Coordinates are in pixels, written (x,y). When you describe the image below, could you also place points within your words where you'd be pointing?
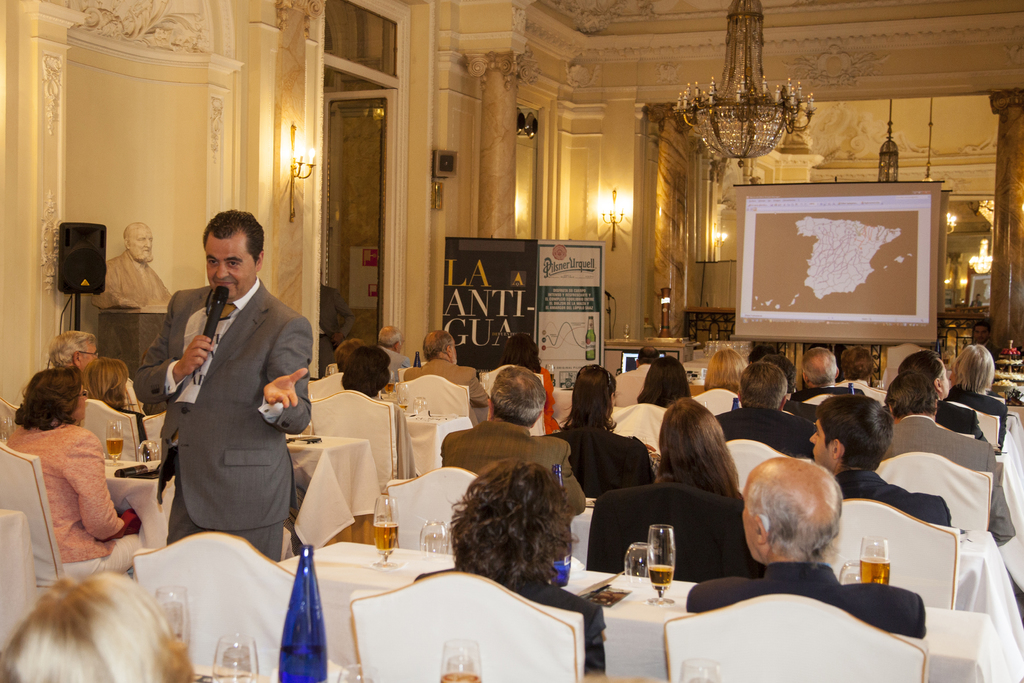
Here we can see a group of people (370,380) are sitting on the chair (344,408), and a person (276,358) is standing and holding a microphone (215,322) in his hands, and in front (383,512) here is the table (407,550) and glasses (382,544) on it, and here is the wall (154,174), and here is the lamp (291,158), and here is the pillar (492,130), and here is the chandelier (749,104).
